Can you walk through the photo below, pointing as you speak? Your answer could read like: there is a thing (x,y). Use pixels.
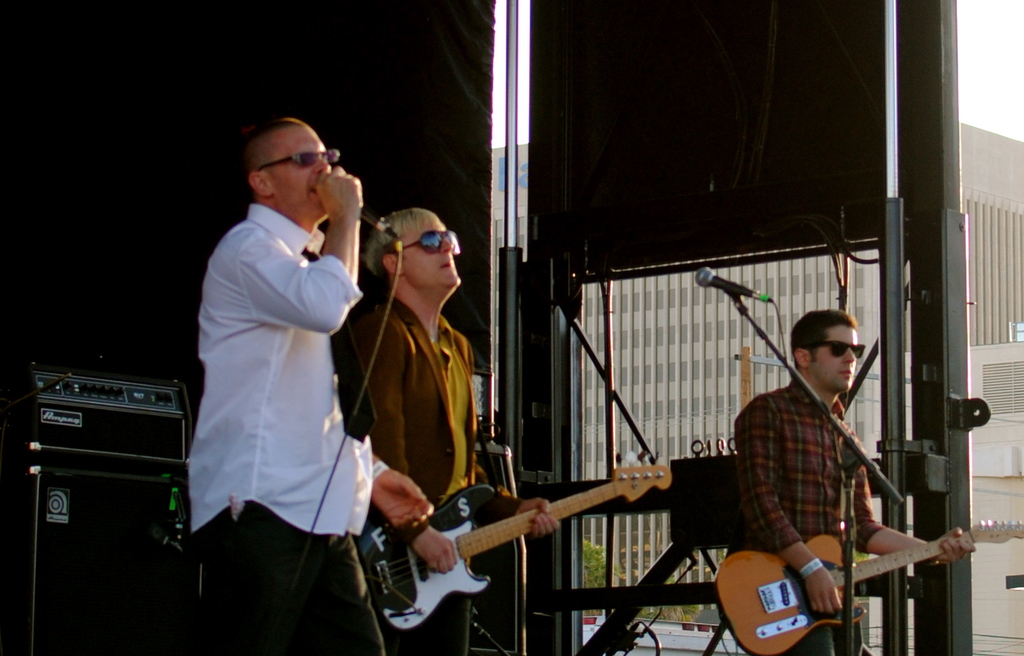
The picture is clicked in a musical concert where two of the guys (431,397) are playing guitar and a guy (290,336) is singing with a mic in front of him. There are also black boxes (142,429) in background (132,441).
